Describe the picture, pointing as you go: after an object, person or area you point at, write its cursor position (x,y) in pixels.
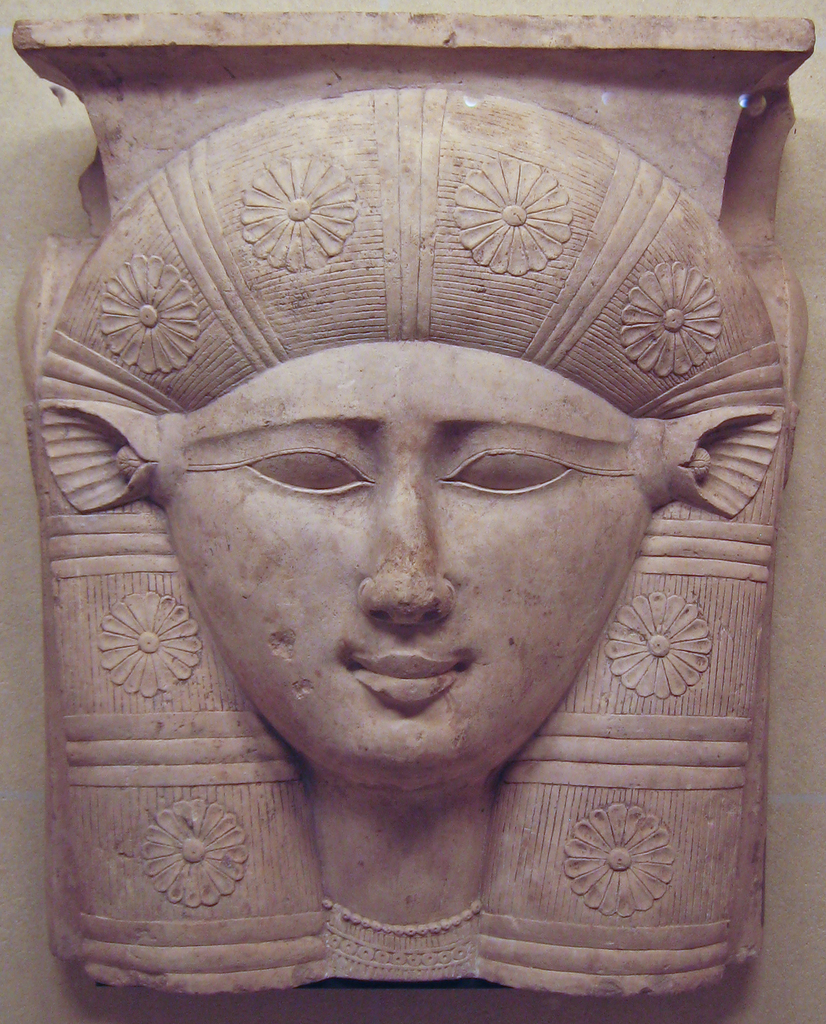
In this image I can see a sculpture (481,506) which is pink in color on which I can see a person's face (338,383) and few flowers (277,220). I can see this is on the cream colored surface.
